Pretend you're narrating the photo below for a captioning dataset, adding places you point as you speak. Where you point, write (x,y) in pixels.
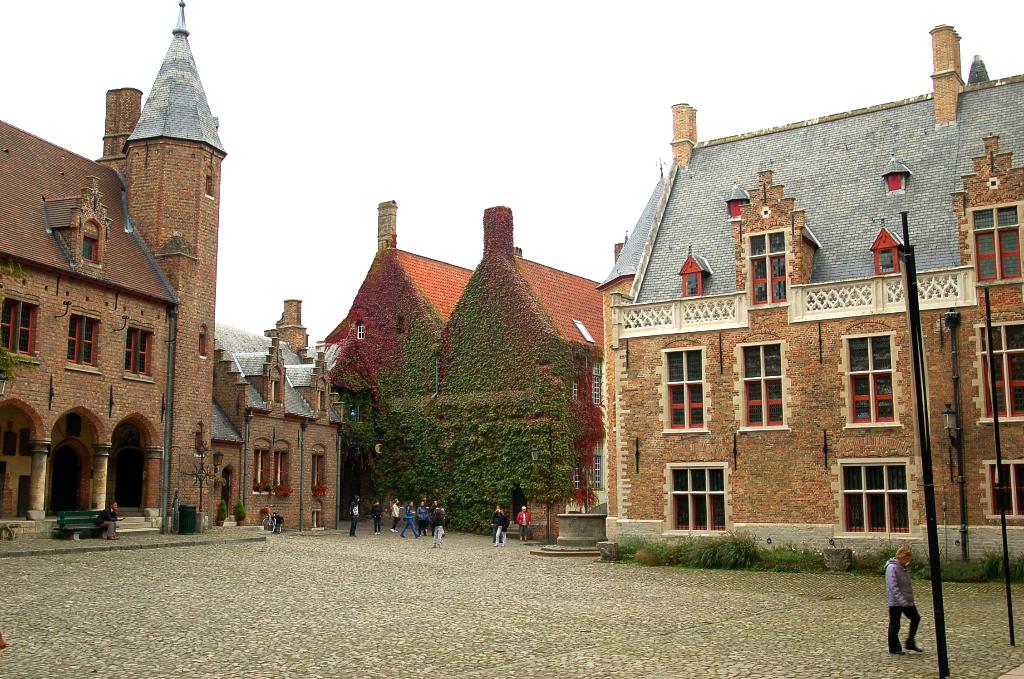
In this image we can see some buildings (489,400) and some people (413,512). On the left side of the image (108,522) we can see a person (108,522) sitting on a bench (87,515). On the right side of the image (910,311) we can see some poles (937,582). At the top of the image (543,111) there is the sky (639,134).
